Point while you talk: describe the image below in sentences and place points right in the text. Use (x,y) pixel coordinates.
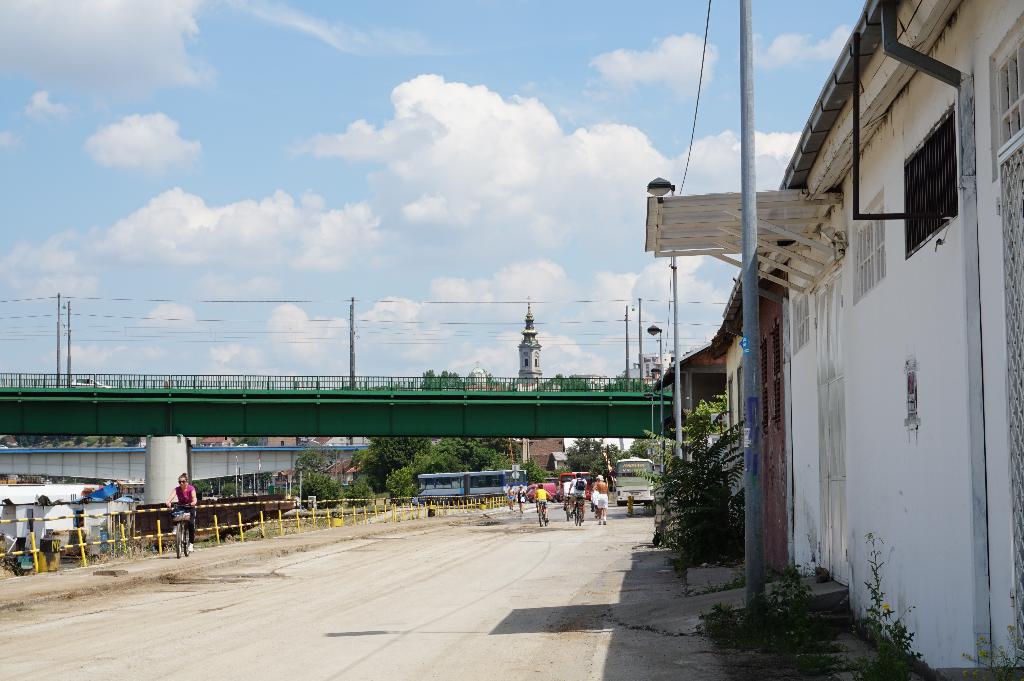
There is a house (963,347) and pole (743,60) in the foreground area of the image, there are people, vehicles (630,461), buildings (530,345), poles (641,337), trees (459,452), a bridge (440,429) and the sky (332,312) in the background (205,280).
